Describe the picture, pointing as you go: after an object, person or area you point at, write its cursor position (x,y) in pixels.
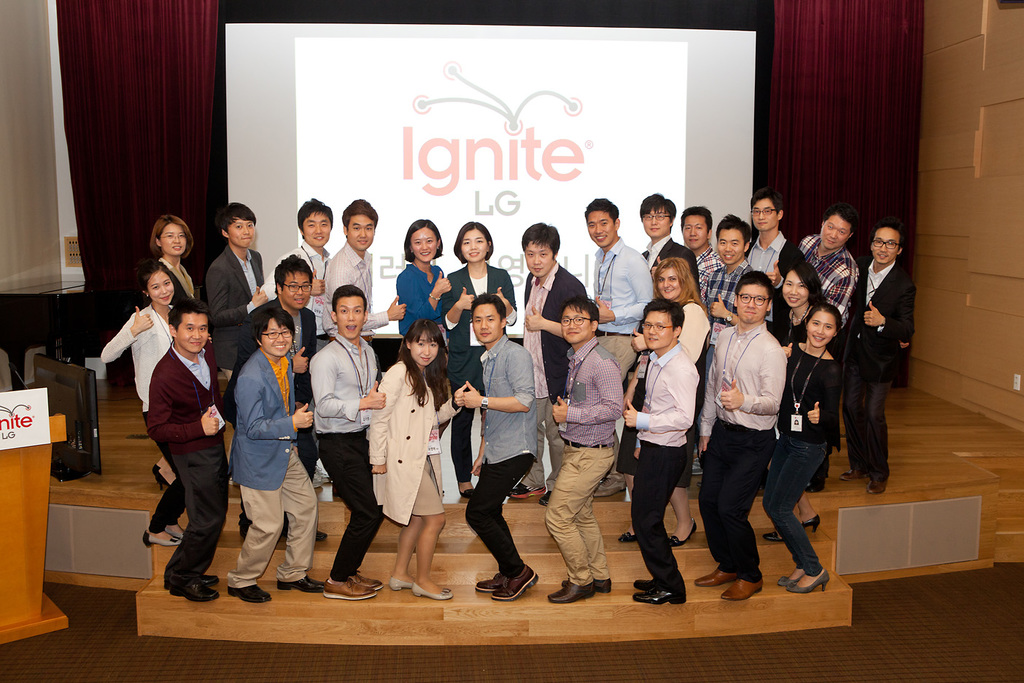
In this image I can see the group of people (451,424) with different color dresses (351,382). To the left (23,465) I can see the podium (42,480) and the screen (39,367). In the background (408,171) I can see the screen (296,232) and there is a black, maroon and cream color background (157,158).
